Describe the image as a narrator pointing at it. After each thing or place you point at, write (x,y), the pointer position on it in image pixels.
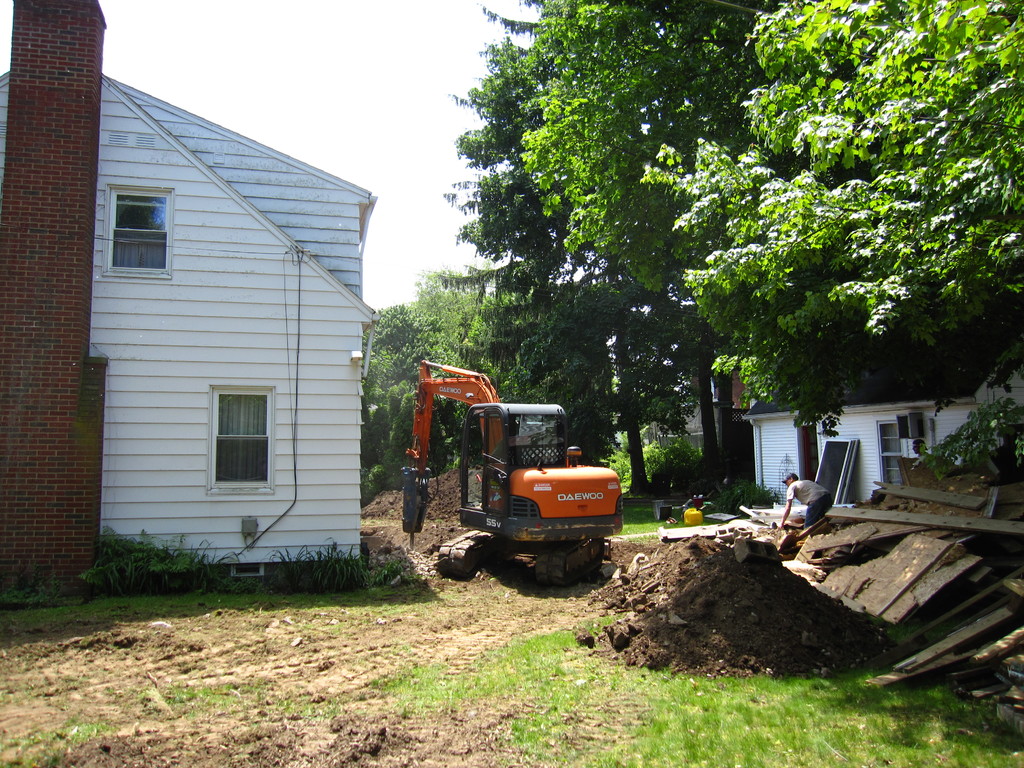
In this image I see the houses (876,411) and I see the ground (16,751) on which there is grass (540,728), mud (657,568) and wooden things (1015,559) over here and I see a person (818,511) over here. In the background (630,476) I see the trees (473,322) and the sky (310,76).
